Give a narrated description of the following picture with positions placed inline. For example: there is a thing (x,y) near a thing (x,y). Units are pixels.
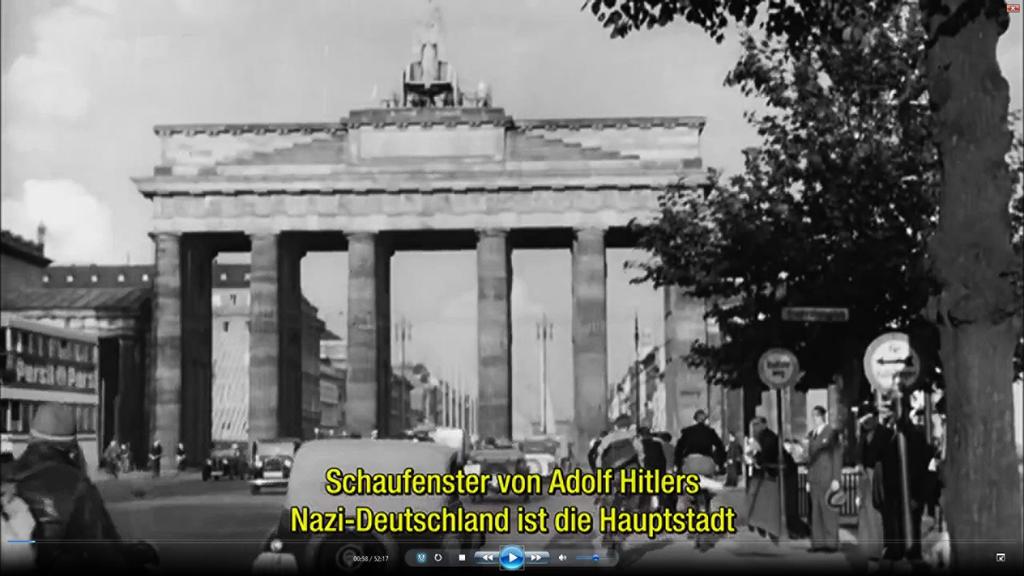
In this image at the center (351,204) there is an arch (267,416). There are vehicles (489,447) on the road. On the right side of the image (901,454) there are sign boards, trees (875,234). We can see some text (662,487) written in front of the image. On the backside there are buildings (217,350). In the background (237,53) there is sky (263,41).
